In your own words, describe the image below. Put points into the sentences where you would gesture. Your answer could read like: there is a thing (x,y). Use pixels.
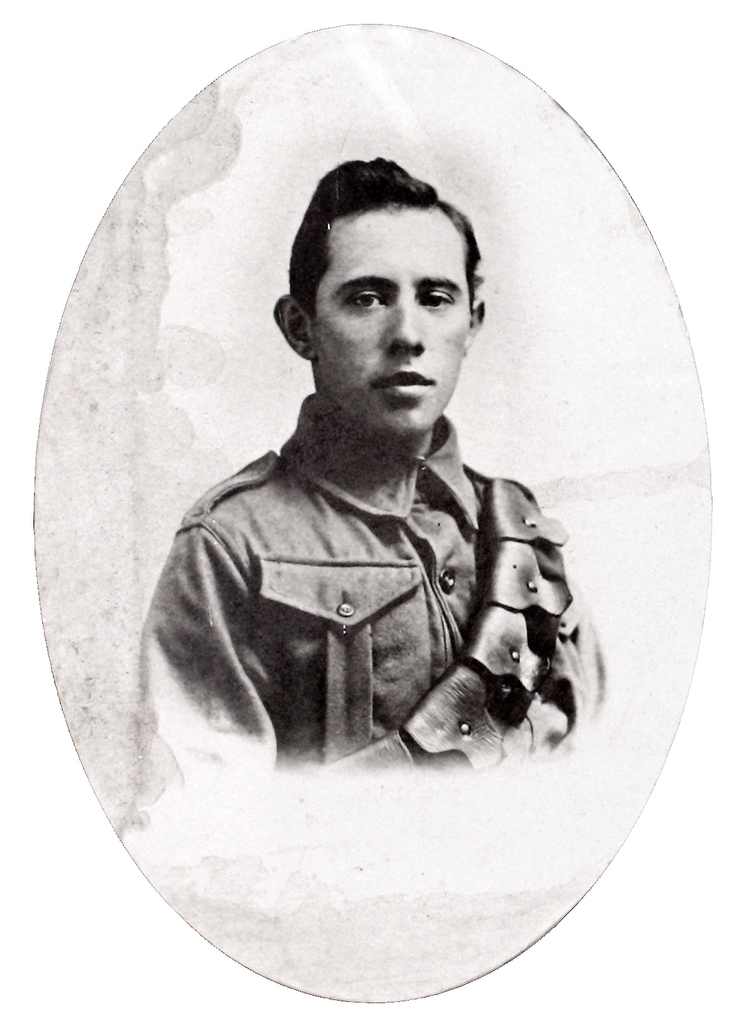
In this image we can see a picture (482,664) of a person (393,413), and the borders (317,10) are white in color.
